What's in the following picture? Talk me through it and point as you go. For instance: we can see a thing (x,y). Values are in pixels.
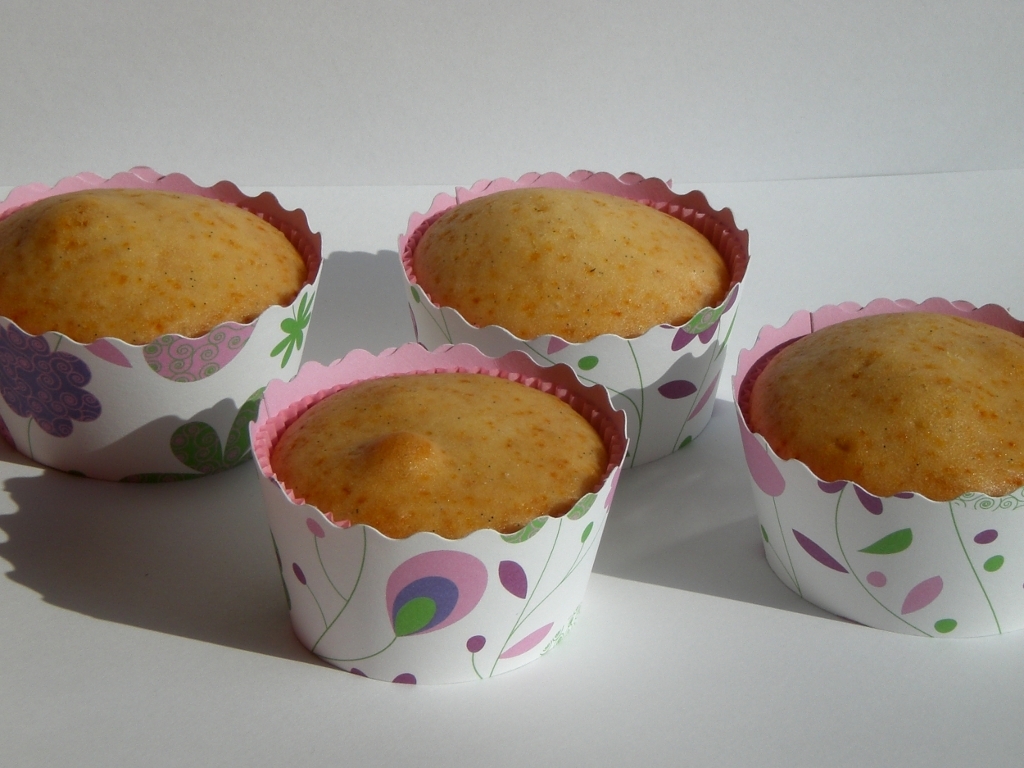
In this image there are four cupcakes (419,493) on the table (183,618).
